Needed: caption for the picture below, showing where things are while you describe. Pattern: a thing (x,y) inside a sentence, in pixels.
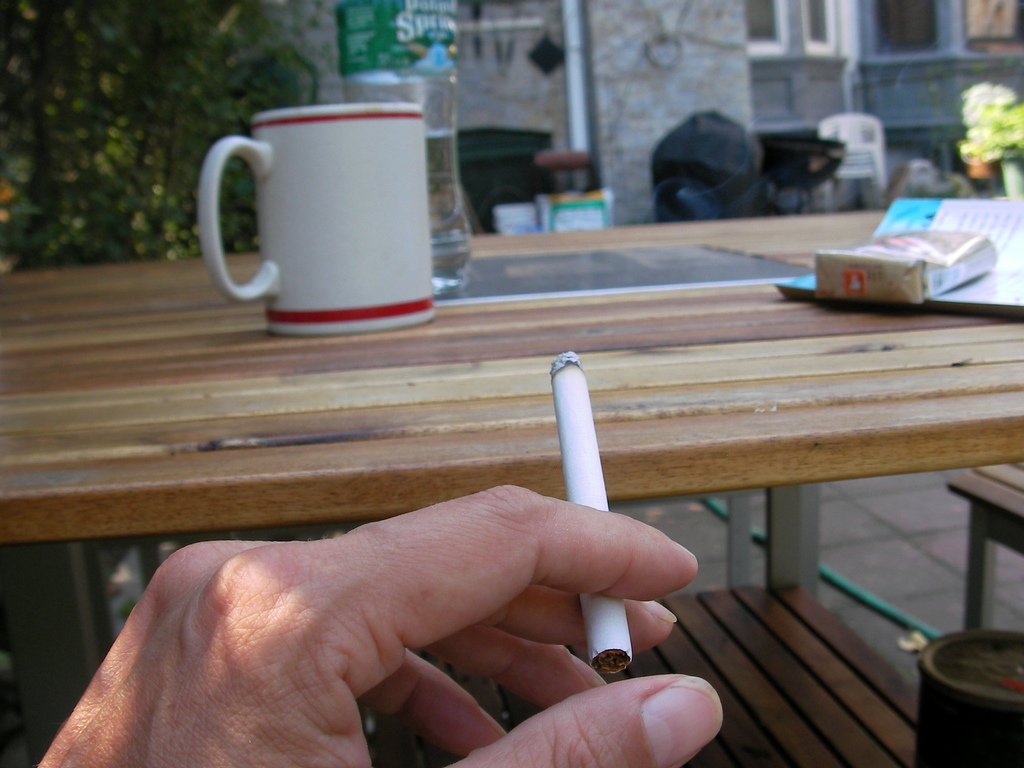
In this image i can see a person's hand (308,624) holding a cigarette (570,375). In the background (546,403) i can see a table (661,389) on which there is a cup (367,205) a bottle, cigarette packet (951,245) and a paper (1023,240). I can also see a tree (154,117) and a building (612,86) in the background (640,106).
